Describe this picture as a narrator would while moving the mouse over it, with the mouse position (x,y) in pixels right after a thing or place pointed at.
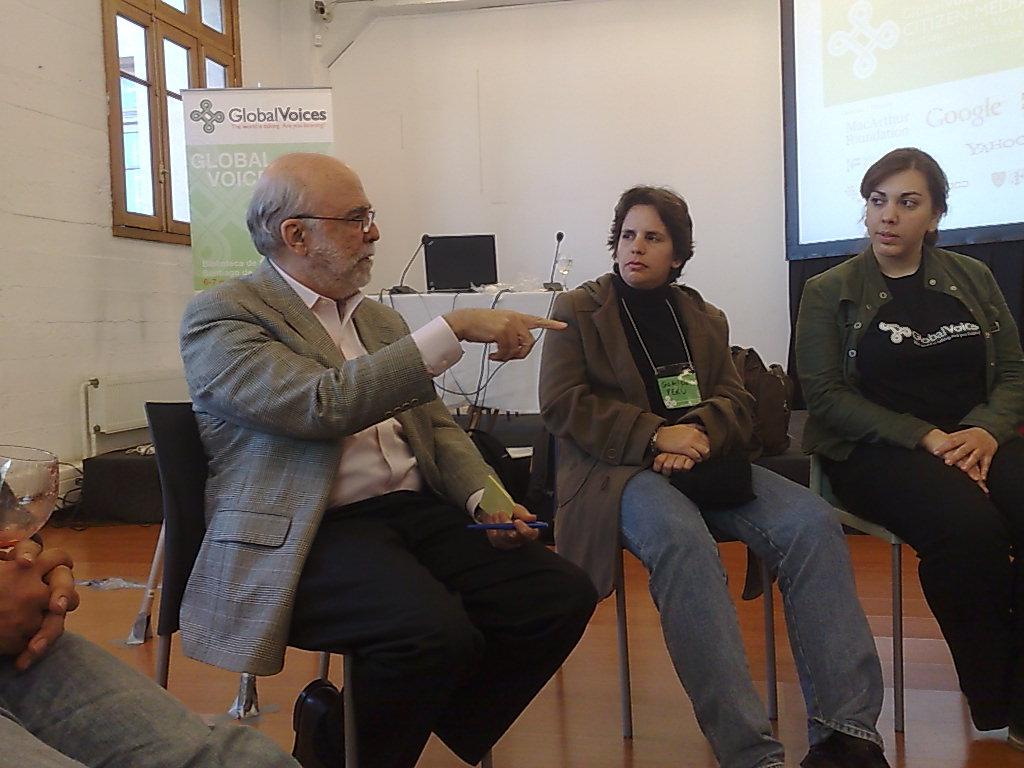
In this image we can see persons (902,416) sitting on the chairs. In the background (302,132) we can see an advertisement (285,144), table (428,307), laptop (478,254), mics (414,258), glass tumbler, screen (836,113), window (204,60) and wall (514,155).
